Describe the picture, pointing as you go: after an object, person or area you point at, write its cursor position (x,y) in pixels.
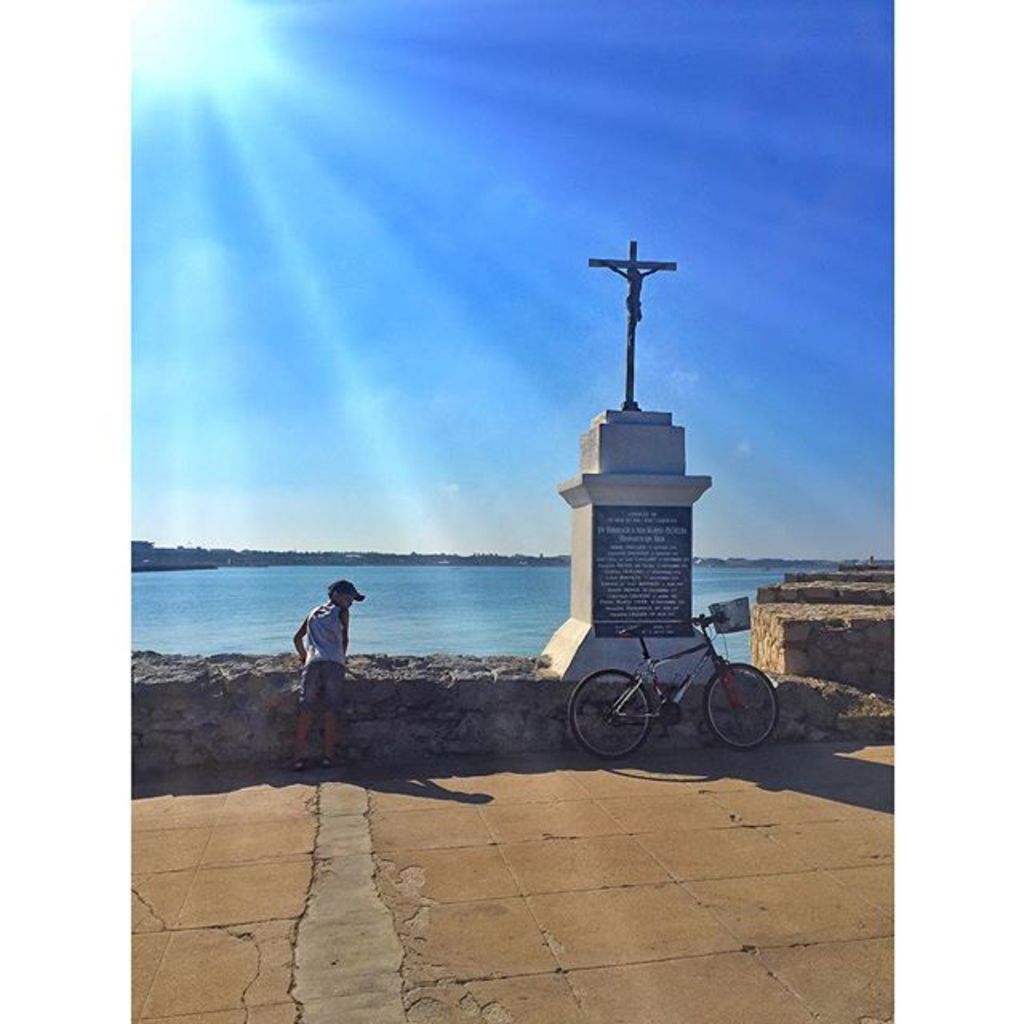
In this image I can see a boy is standing on the left side (333,629) and I can see he is wearing a cap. On the right side (770,730) I can see a bicycle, a white colour thing (679,598) and on it I can see a cross (639,261), I can also see something is written on the white colour thing (671,580). In the background (468,639) I can see water (707,590), the sky (484,406) and the sun (194,6).
